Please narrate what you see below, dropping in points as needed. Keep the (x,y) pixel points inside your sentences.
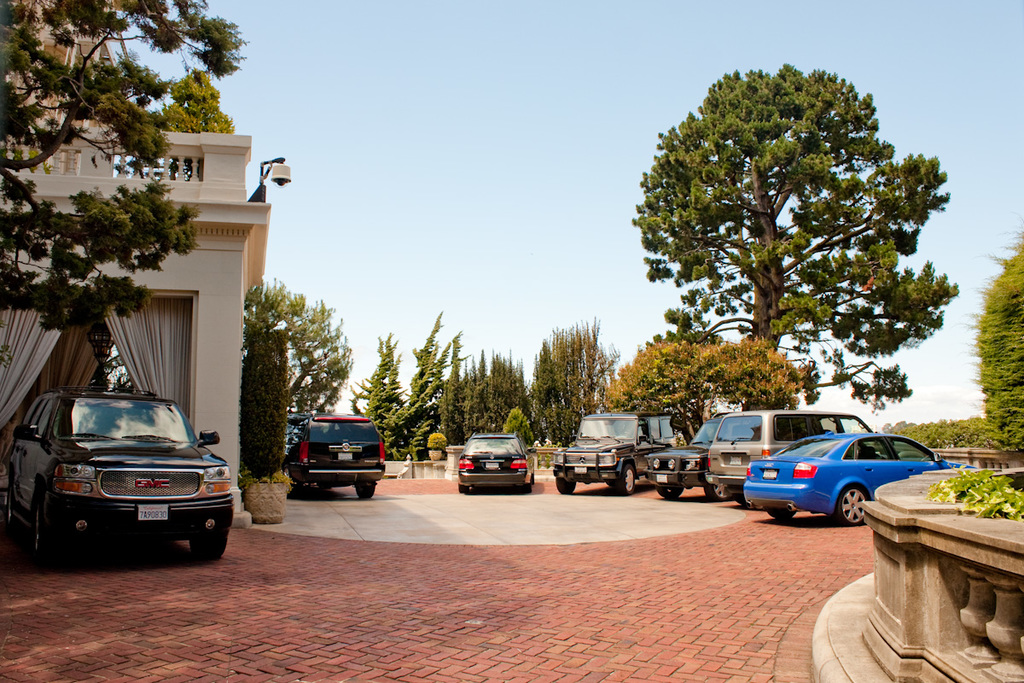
In this image, we can see few vehicles (51,541) are parked on the path (700,551). Here there are so many trees (268,382), pillars (206,382), curtains (57,383), plants (1008,479), railings (937,533), pots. Background (569,61) there is a sky (505,110).
